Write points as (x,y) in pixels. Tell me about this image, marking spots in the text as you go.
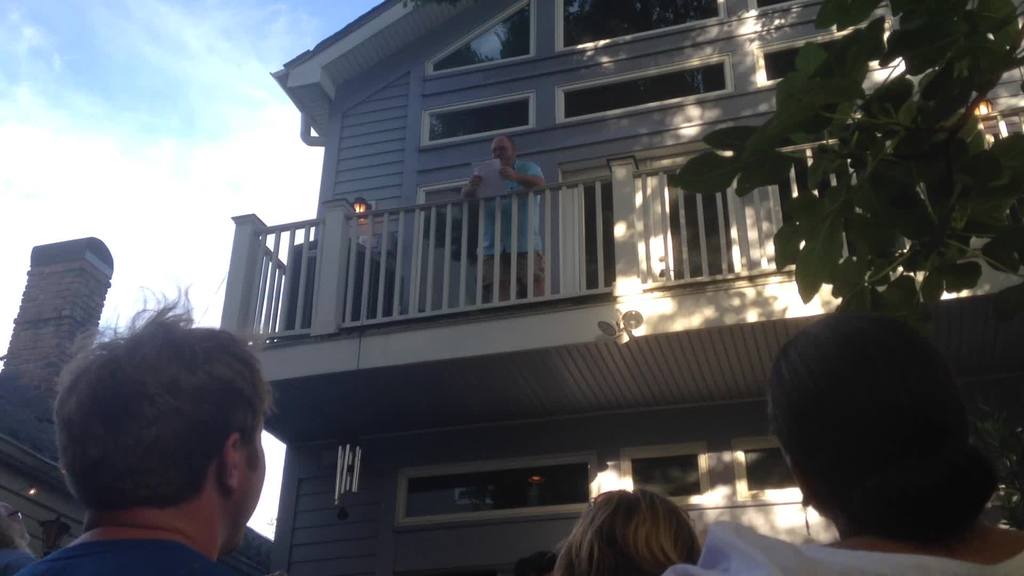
In this image I can see houses (452,306). Here I can see a man (525,245) is standing in the balcony (599,367). I can also see people (588,522). On the left side (181,160) I can see the sky (195,159). On the right side (854,53) I can see a tree (898,155).
